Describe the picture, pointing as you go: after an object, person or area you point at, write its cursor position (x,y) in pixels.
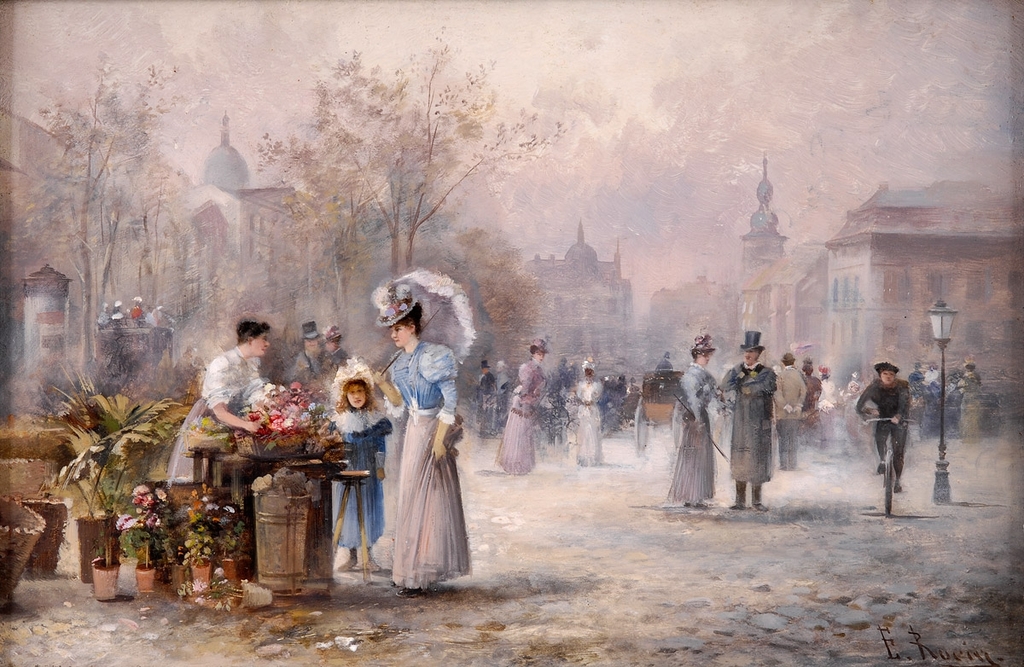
This picture contains the painting (401,395) of the people (703,409) standing on the road (640,474). We even see men (894,386) riding bicycle (885,430) and a carriage (675,388). Behind them, there are street lights (937,478). There are trees (79,260) and buildings (682,337) in the background (288,364). At the bottom of the picture (235,571), we see woman (233,412) selling flowers (313,409) and beside her, there are flower pots (209,512).
